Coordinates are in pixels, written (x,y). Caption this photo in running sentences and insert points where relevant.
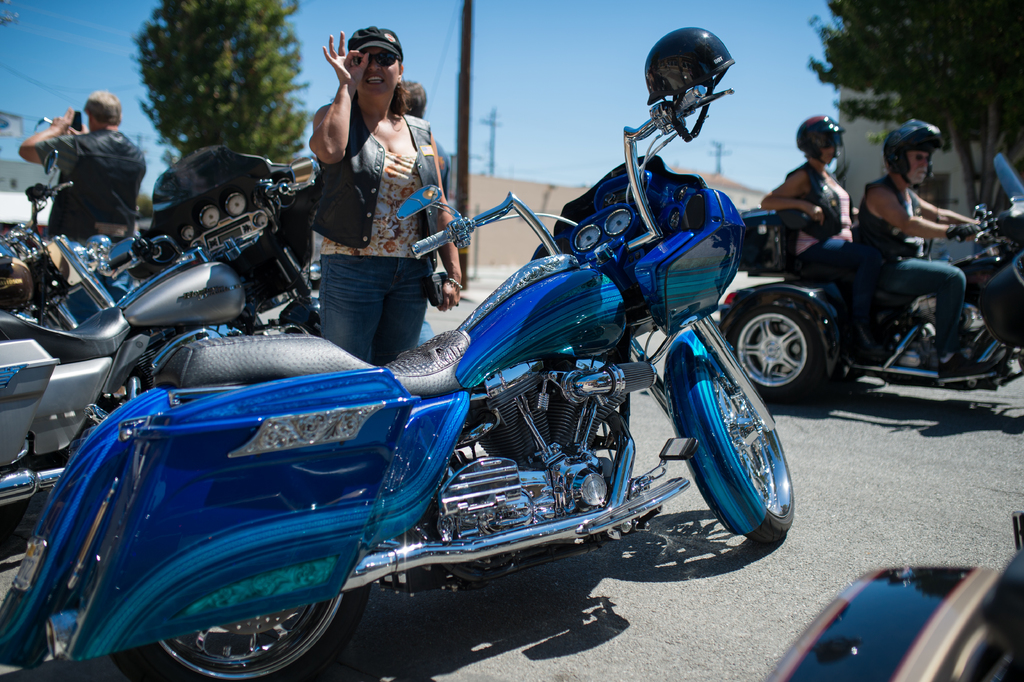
These are motorbikes (604,337). These two persons (853,220) are sitting on his motorbike (907,319). This woman (375,193) is standing and wore cap (370,48). Far there are trees (287,36). This man (80,147) is standing and holding a mobile (76,129).
